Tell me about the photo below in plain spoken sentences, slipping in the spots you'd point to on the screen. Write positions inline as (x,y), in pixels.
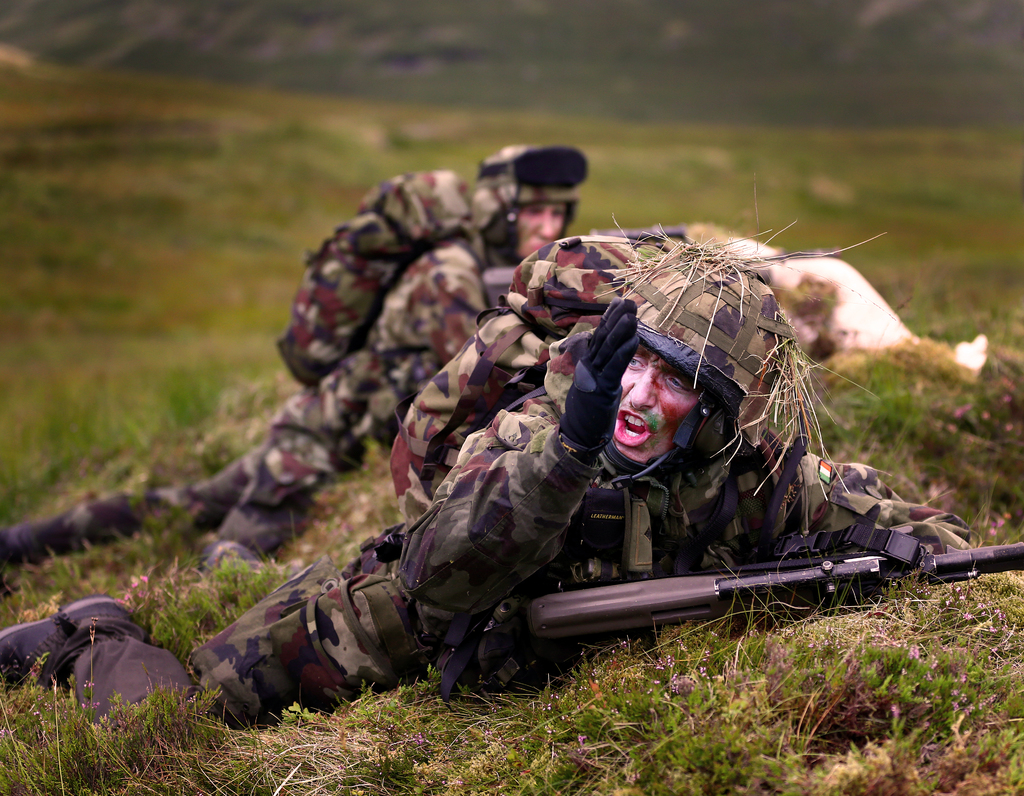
In this image we can see there are people (420,290) lying on the ground (184,624) and holding a gun (722,597). And there is a grass (241,154). At the back (592,81) it looks like a blur.
